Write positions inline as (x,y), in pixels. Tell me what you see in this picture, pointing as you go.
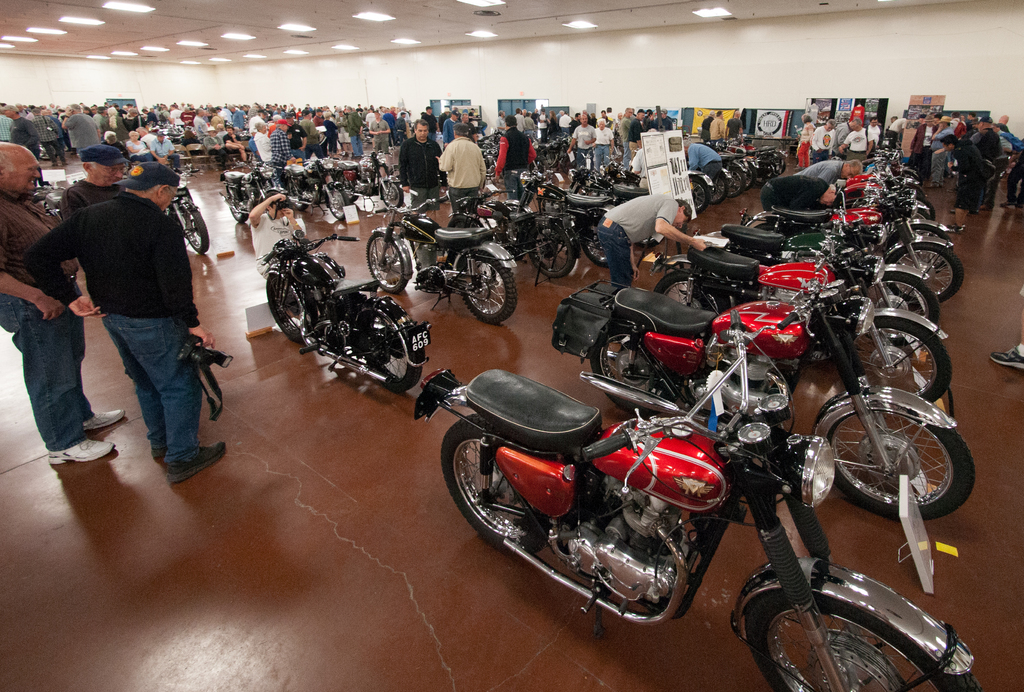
In this picture we can see few bikes (684,538) and group of people (222,142), in the background (89,16) we can see few hoardings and lights (387,13).
